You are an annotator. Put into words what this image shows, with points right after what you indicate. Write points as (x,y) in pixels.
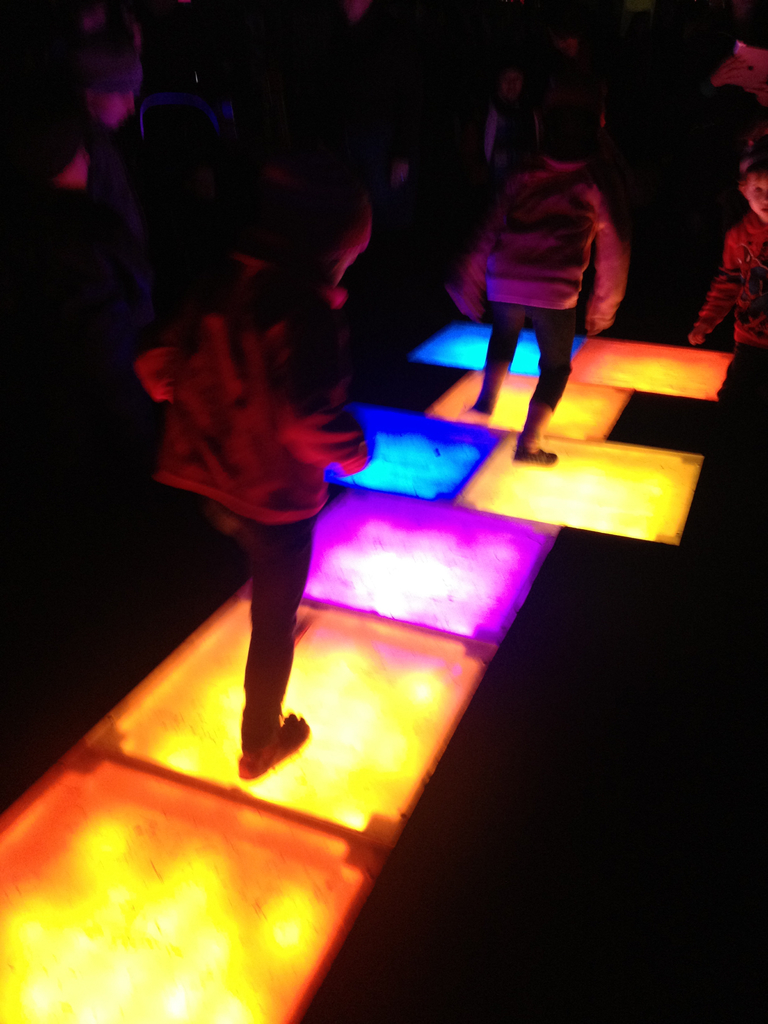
In this picture couple of them (331,347) standing on the lighting floor (319,635) and a girl (720,312) standing on the side.
